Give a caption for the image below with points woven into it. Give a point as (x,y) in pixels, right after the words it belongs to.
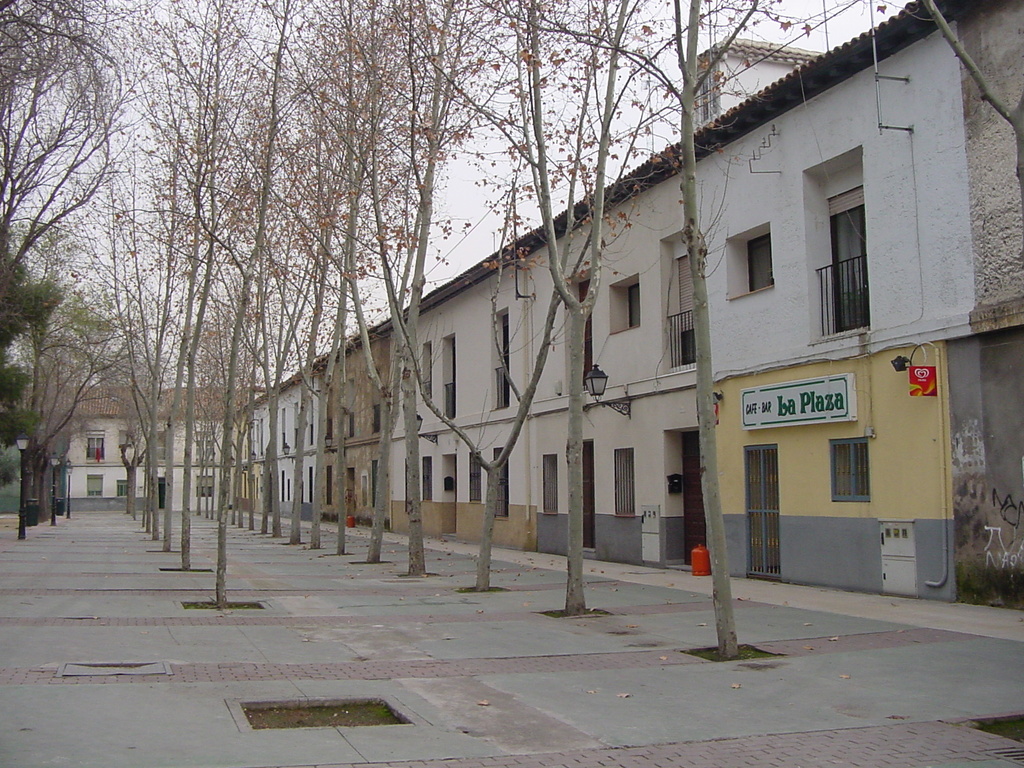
In the image there is a wide building (791,286), it has many doors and windows (851,254) and in front of that building (535,413) there are tall trees (60,389) in between the path (18,766).
